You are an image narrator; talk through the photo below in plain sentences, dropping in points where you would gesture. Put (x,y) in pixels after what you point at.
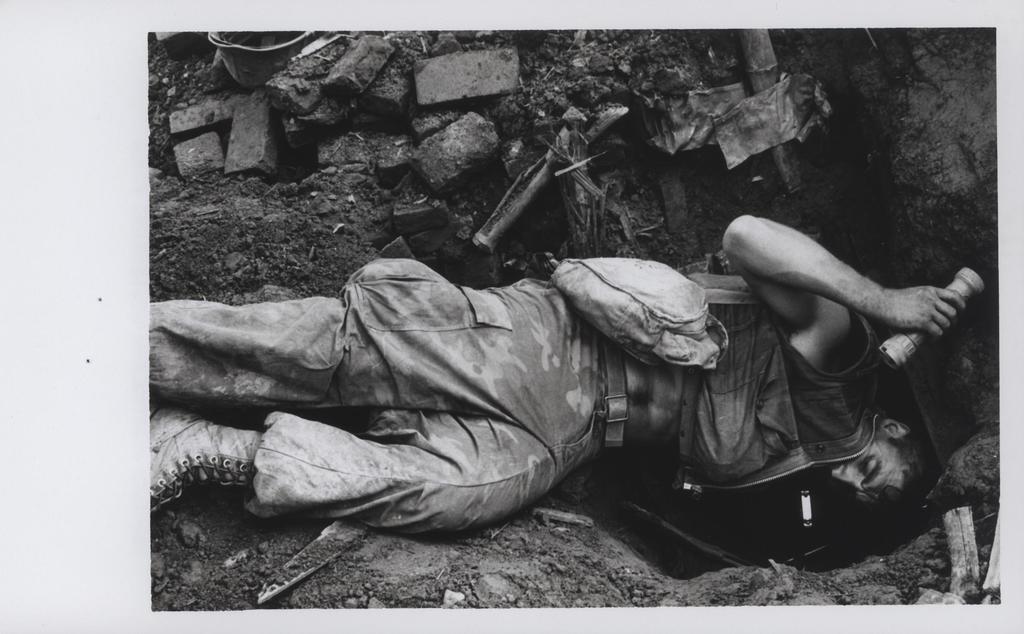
In this image I can see a man (824,437) is lying on the ground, he wore an army dress (367,394), shoes (162,416). At the top (300,101) there are stones (445,147).
